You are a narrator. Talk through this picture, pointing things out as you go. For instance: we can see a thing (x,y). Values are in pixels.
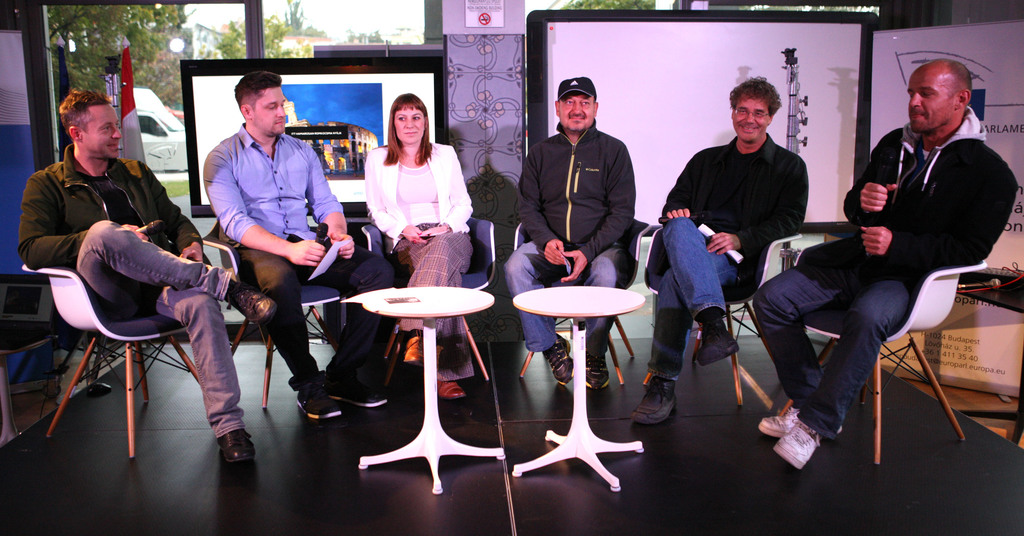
This pic is taken in a room (107,518), there are some people (864,251) sitting on the chairs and there are two table (583,313) in white color in the middle (430,308), In the background (687,47) there is a white color board (716,63), and in the left side (229,106) there is a black color board (377,78) and there is a glass window (149,36) and in the left side (110,38) there are some trees (110,35) in green color.
